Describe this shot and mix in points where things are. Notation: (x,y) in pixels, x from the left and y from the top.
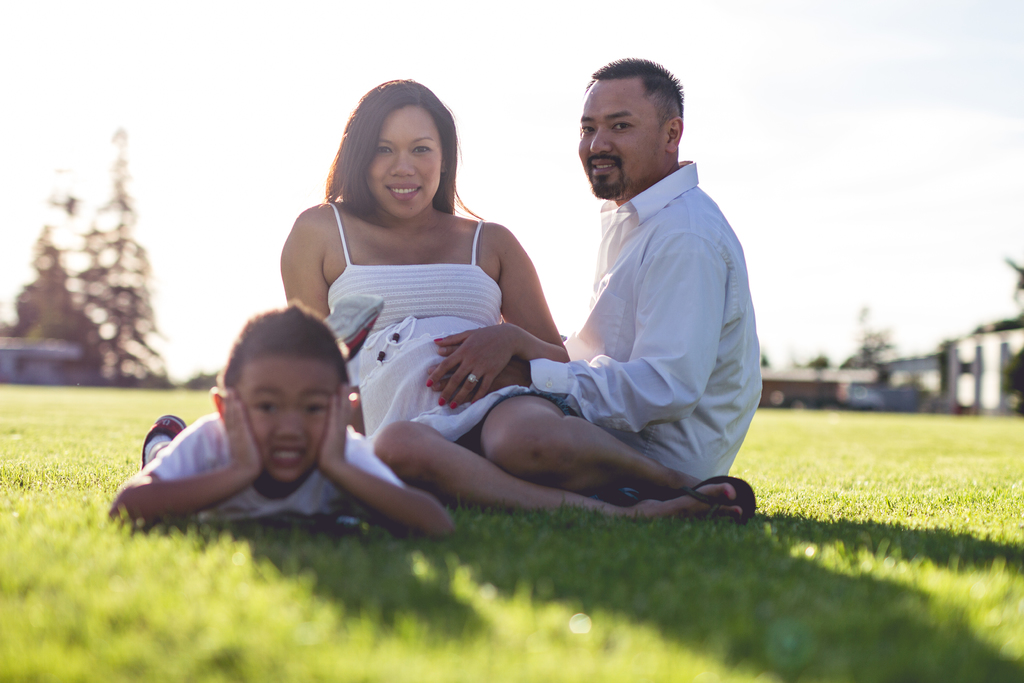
In this image I can see 2 people (416,313) sitting on the grass (133,454), wearing white dress (391,370). A child (268,453) is lying on the left (239,471). There are trees (1013,388) and buildings (848,406) at the back (922,403).
